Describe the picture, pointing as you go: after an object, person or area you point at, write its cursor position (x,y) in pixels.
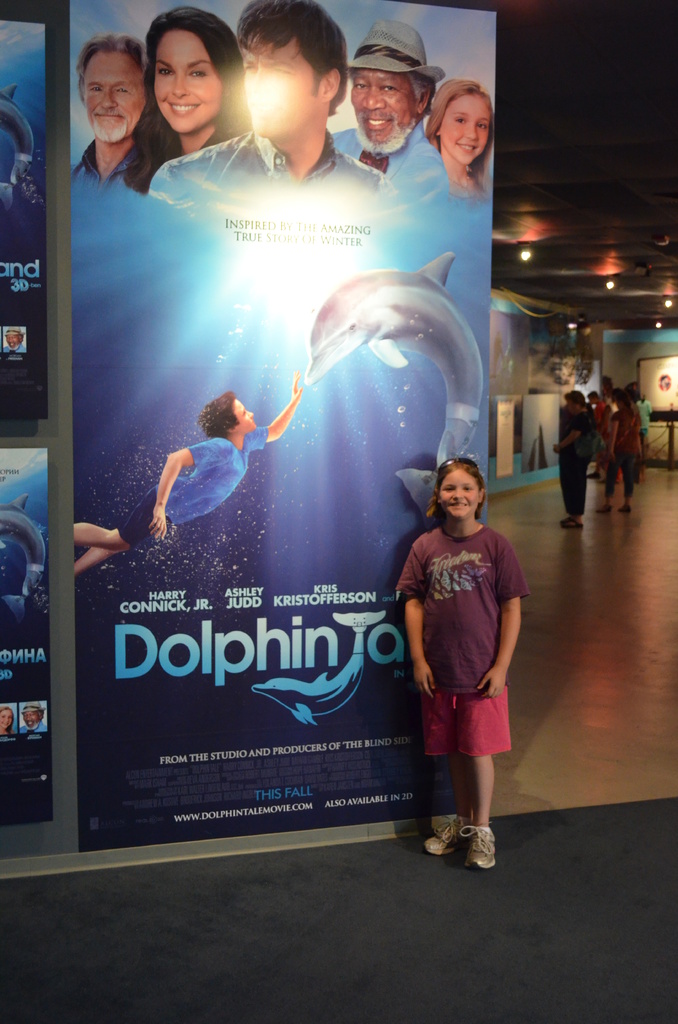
This is a person (440,739) standing. This looks like a hoarding (397,372). I can see group of people (575,462) standing. These are the posters (509,361) attached to the wall (61,653). These are the ceiling lights (527,254). This person (435,562) wore a T-shirt (461,639), short (461,744) and shoes (477,839).
